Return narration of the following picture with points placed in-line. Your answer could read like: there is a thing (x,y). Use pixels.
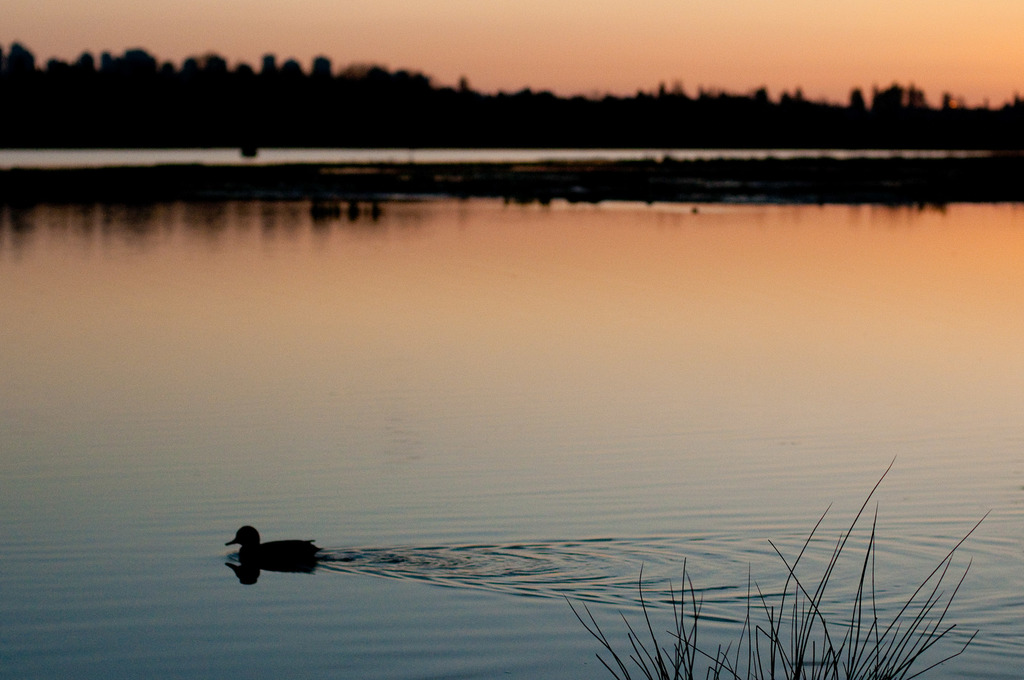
In this picture there is a duck (302,542) on the water (669,576) and we can see grass (875,503). In the background of the image (261,99) it is blurry and we can see trees (877,114) and sky (829,58).
